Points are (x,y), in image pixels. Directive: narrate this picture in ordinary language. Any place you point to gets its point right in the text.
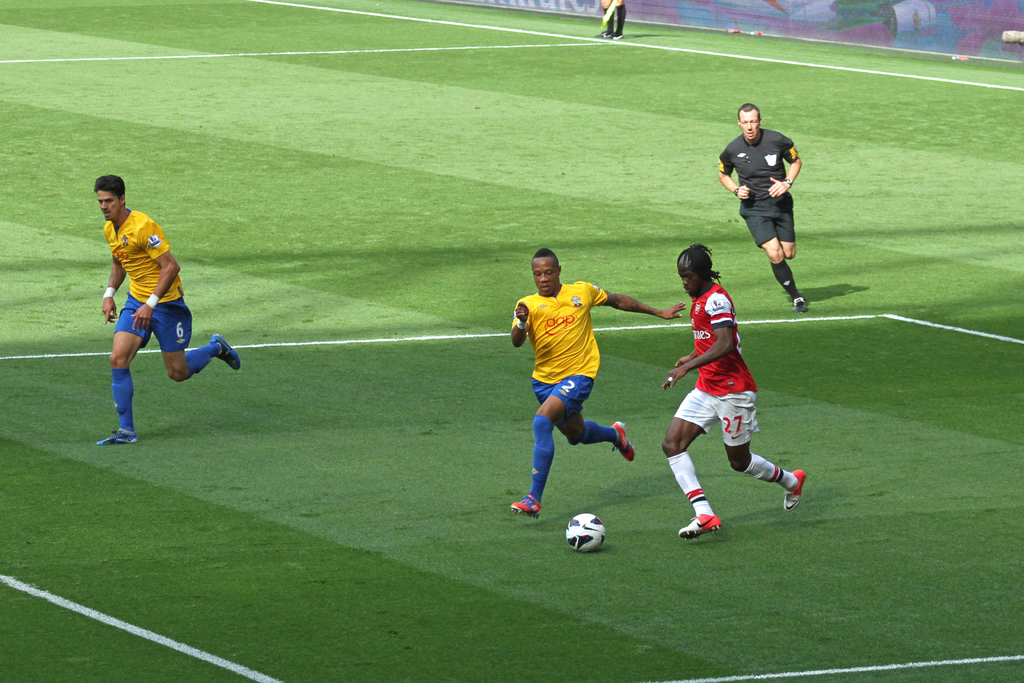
In this image I can see a football ground (536,155) and on it I can see few white lines (602,44) and five persons (102,182) are visible. I can also see a white colour football (599,524) in the front (586,513).
